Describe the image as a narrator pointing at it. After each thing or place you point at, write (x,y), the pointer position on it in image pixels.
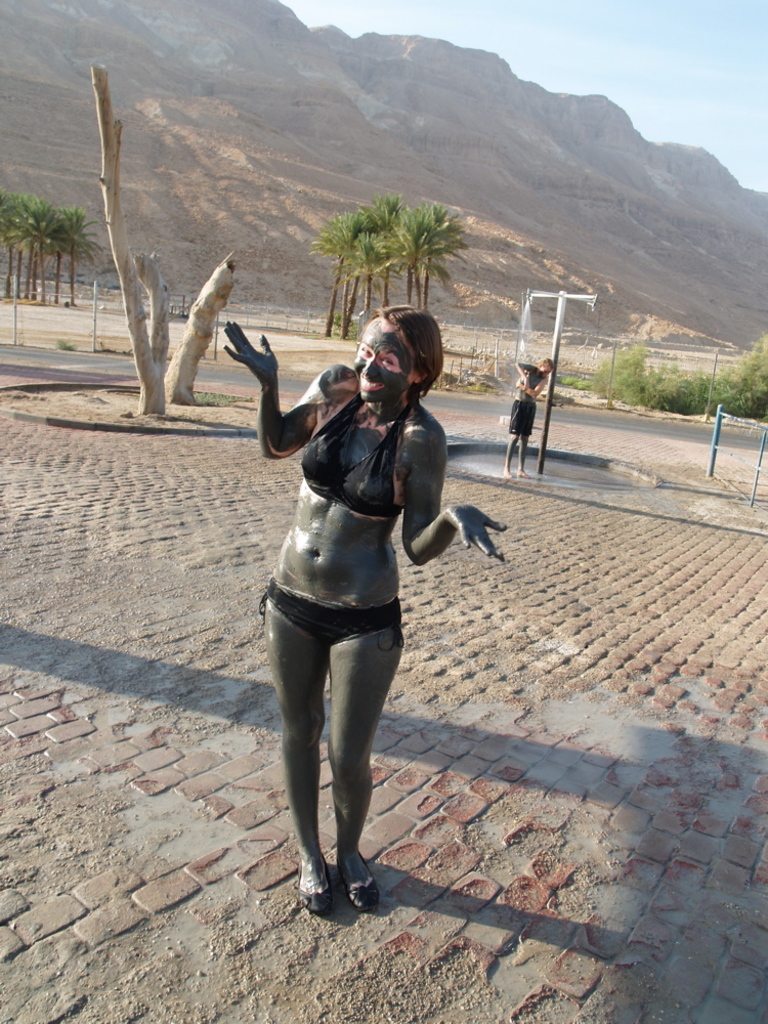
In this image I can see a person (437,347) standing, at back (318,264) I can see trees (397,263) in green color and the other person (506,478) standing, mountains (651,198) and sky (654,10) in blue color.
